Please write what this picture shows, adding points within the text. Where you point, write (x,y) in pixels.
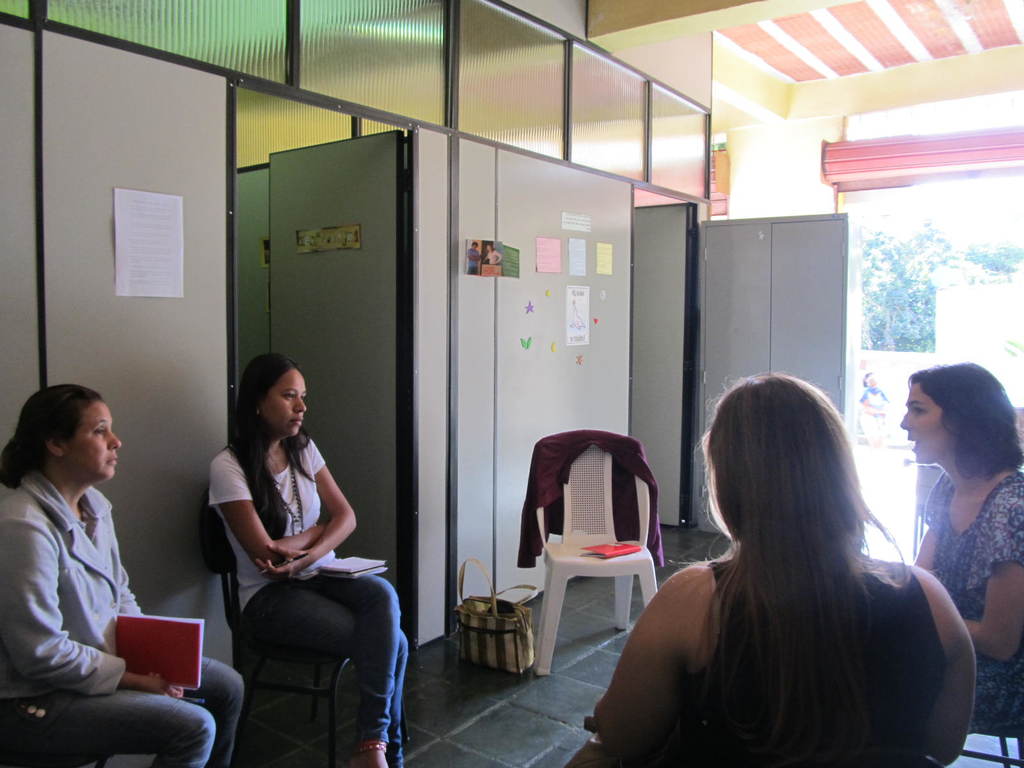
In this picture we can see four women (970,539) sitting on chairs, bag (516,646) on the floor (556,664), cupboard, posters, doors (392,281) and in the background (944,266) we can see trees (921,305).
